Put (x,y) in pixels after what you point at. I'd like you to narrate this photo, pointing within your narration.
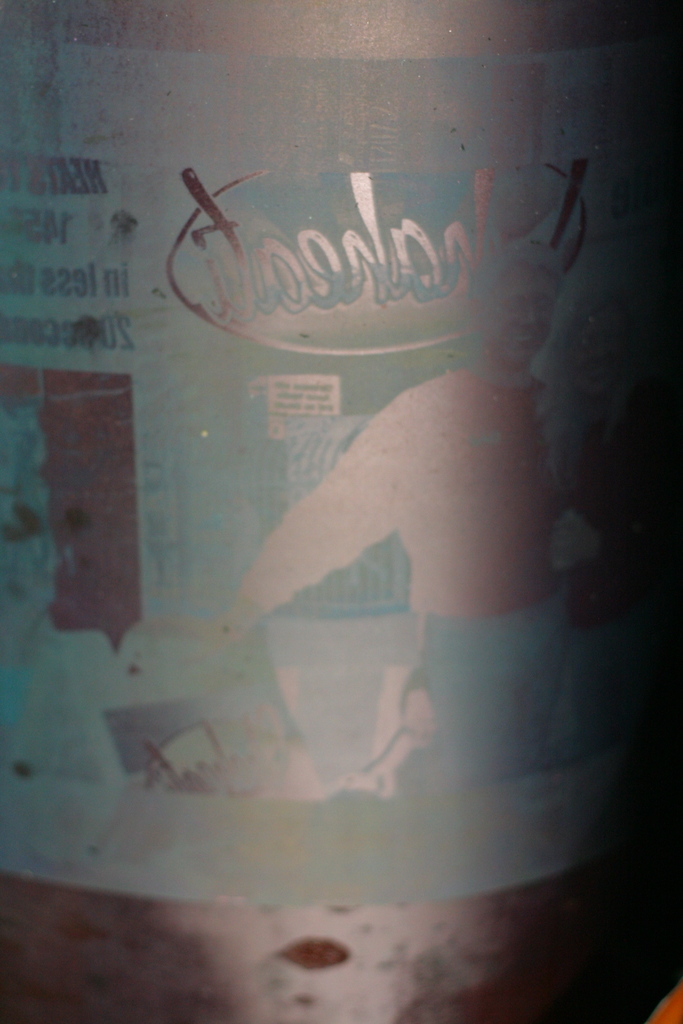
In this image we can see the metal can (340,608) and here we can see the faded print (403,473) of few things (333,458) on the metal can (396,478).
